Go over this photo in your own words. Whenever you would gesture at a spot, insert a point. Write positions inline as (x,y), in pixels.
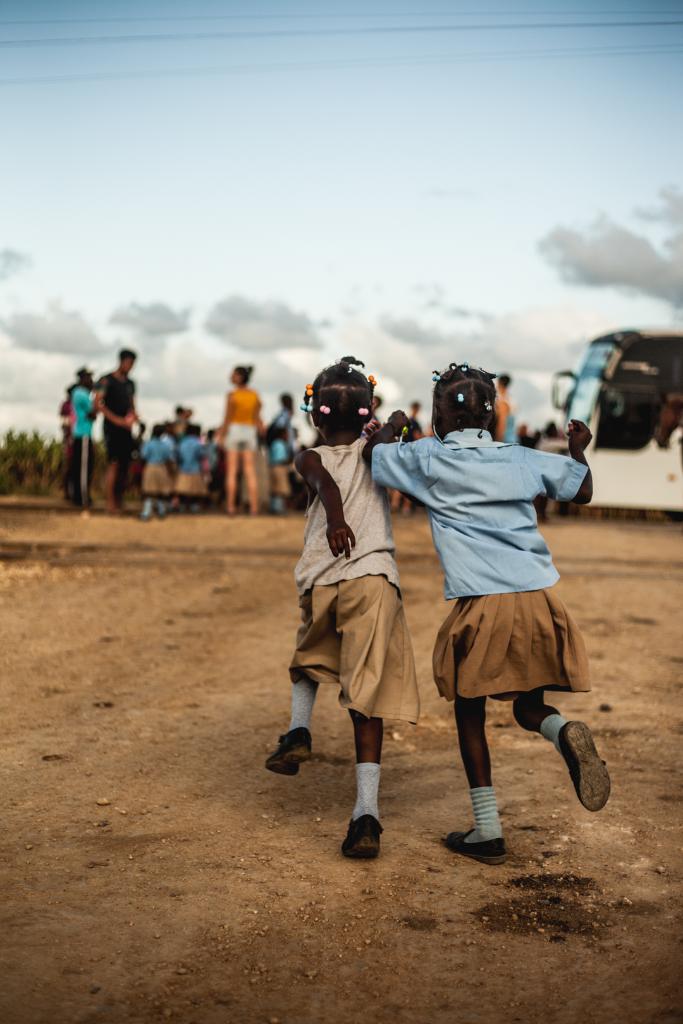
2 Kids (464,717) are running, they wore dresses (456,543), shoes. On the right side (554,402) there is a vehicle (619,428), at the top (330,208) it's a sky (375,214).
